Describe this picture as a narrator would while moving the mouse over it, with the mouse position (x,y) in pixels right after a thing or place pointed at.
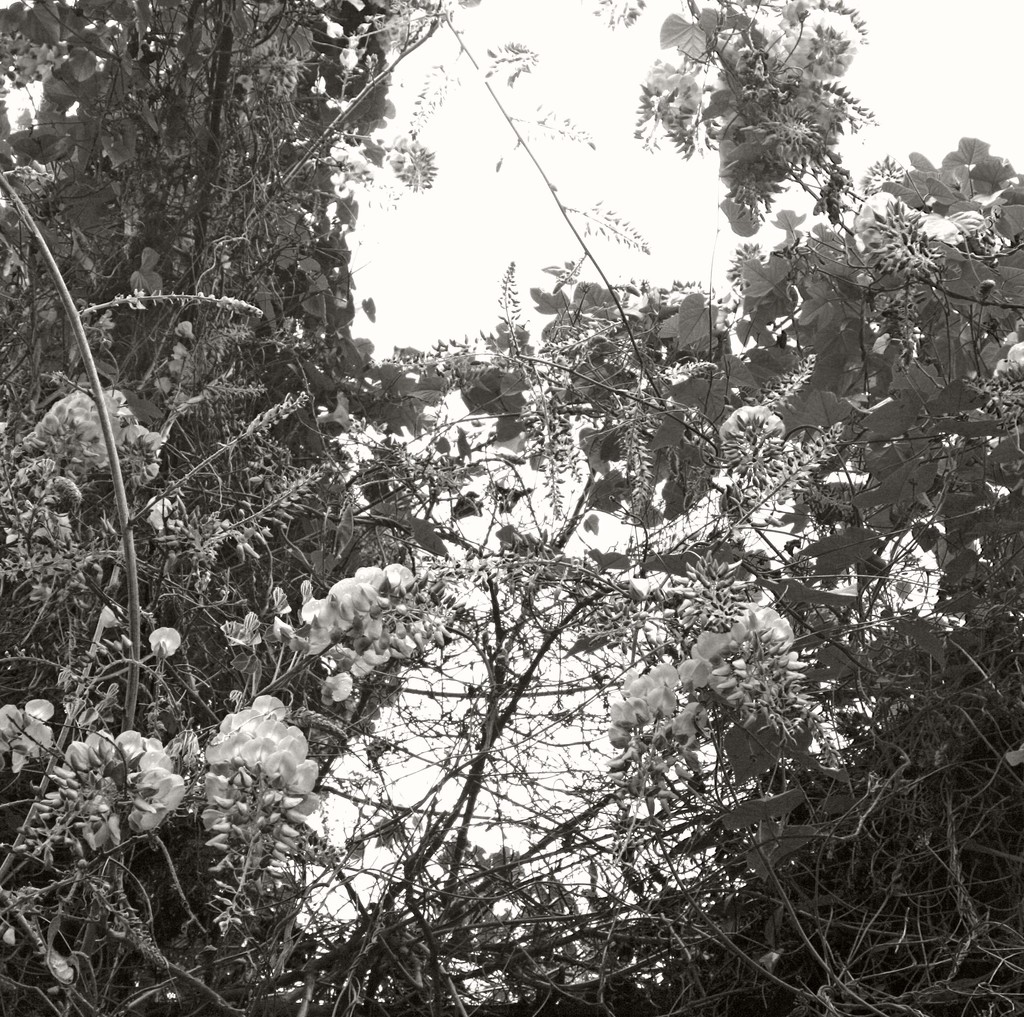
In the image we can see there are lot of trees (340,490) and the image is in black and white colour.
